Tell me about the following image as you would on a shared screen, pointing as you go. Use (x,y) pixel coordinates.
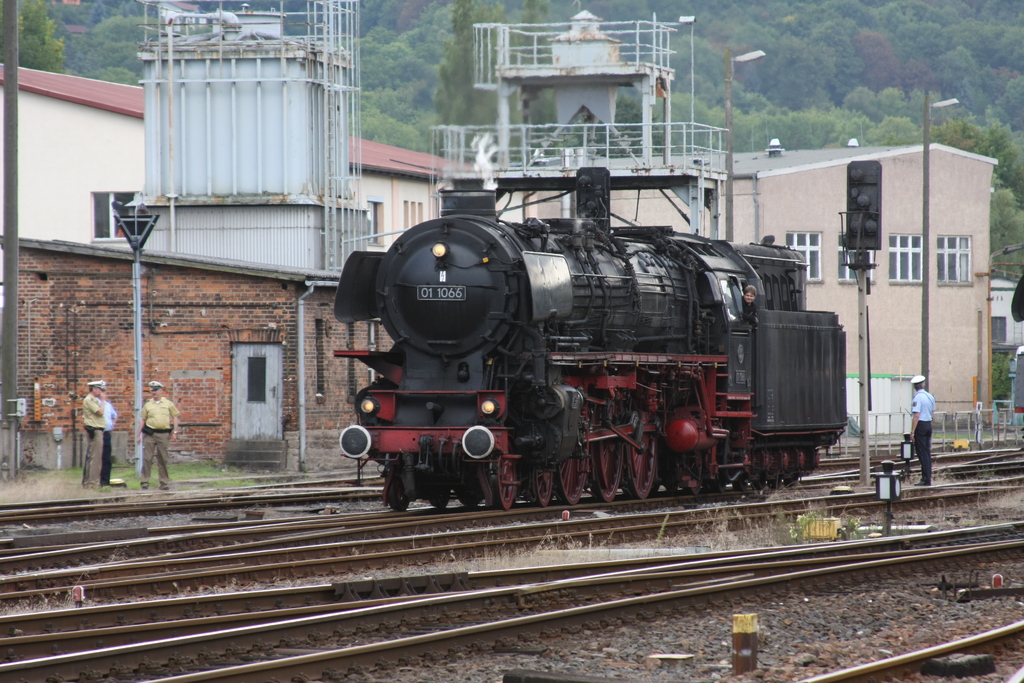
In this image I can see a train (640,318) on the track (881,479) and the train (607,398) is in black color. I can also see few persons (931,401) standing, a traffic signal (857,258), few light poles (726,58), buildings (973,203) in cream and white color and trees (514,19) in green color.
